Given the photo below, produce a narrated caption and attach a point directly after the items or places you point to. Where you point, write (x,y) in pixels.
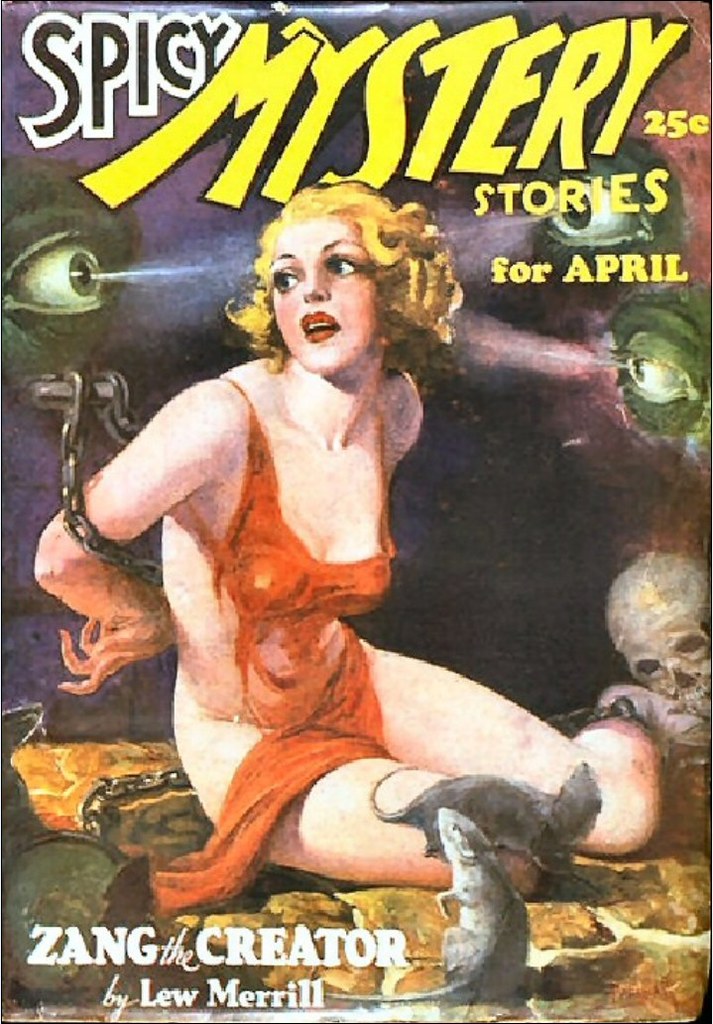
The image is a poster. In the center of the picture (272,514) there is a woman (329,755) sitting. In the foreground (392,819) there are rats (512,896) and text (102,929). On the left (78,442) there are eye (76,301) and chain (118,419). On the right (696,607) there are eyes (652,396) and skull (665,665). At the top (278,163) there is some text (598,199).
